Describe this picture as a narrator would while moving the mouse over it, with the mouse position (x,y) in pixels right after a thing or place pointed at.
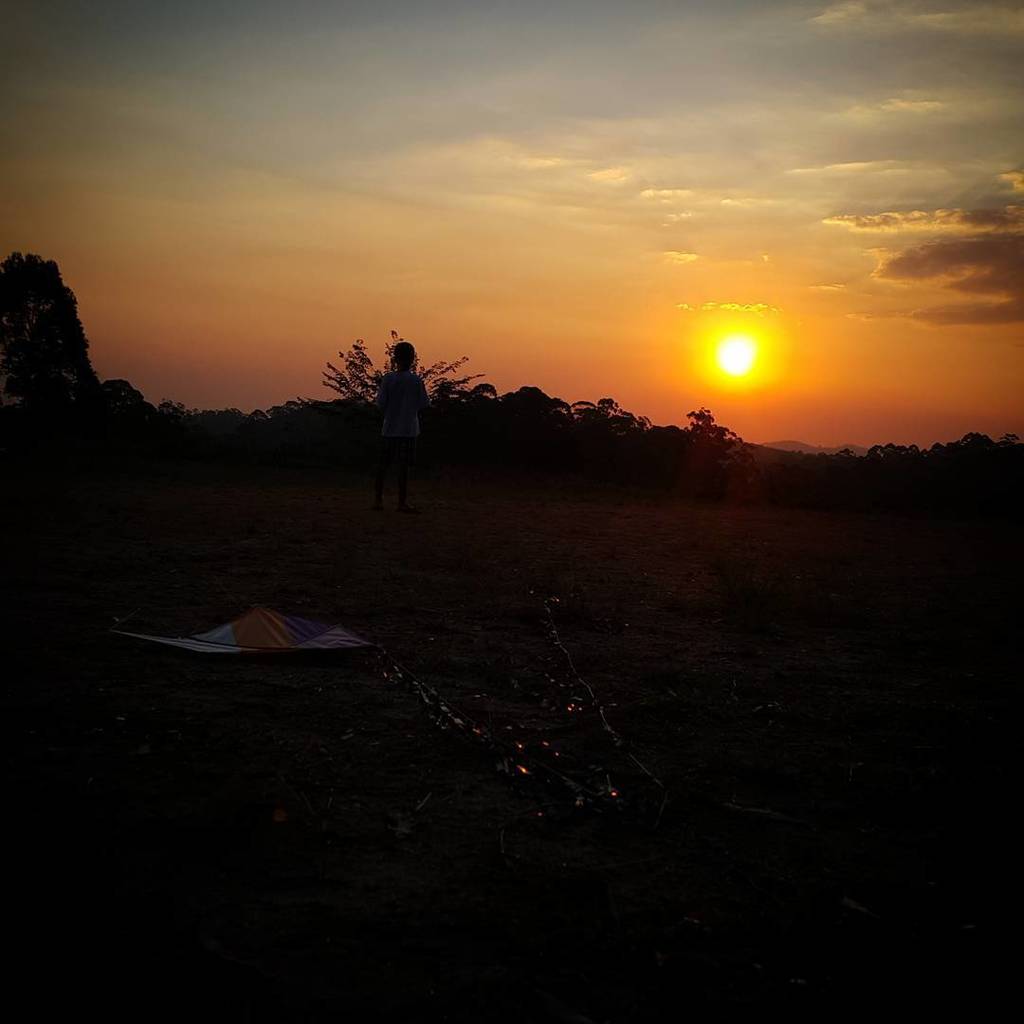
This part of the image is dark where we can see a person (415,408) standing on the ground (586,514). Here we can see trees (618,433), the sun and the clouds (937,243) in the sky (542,330).
